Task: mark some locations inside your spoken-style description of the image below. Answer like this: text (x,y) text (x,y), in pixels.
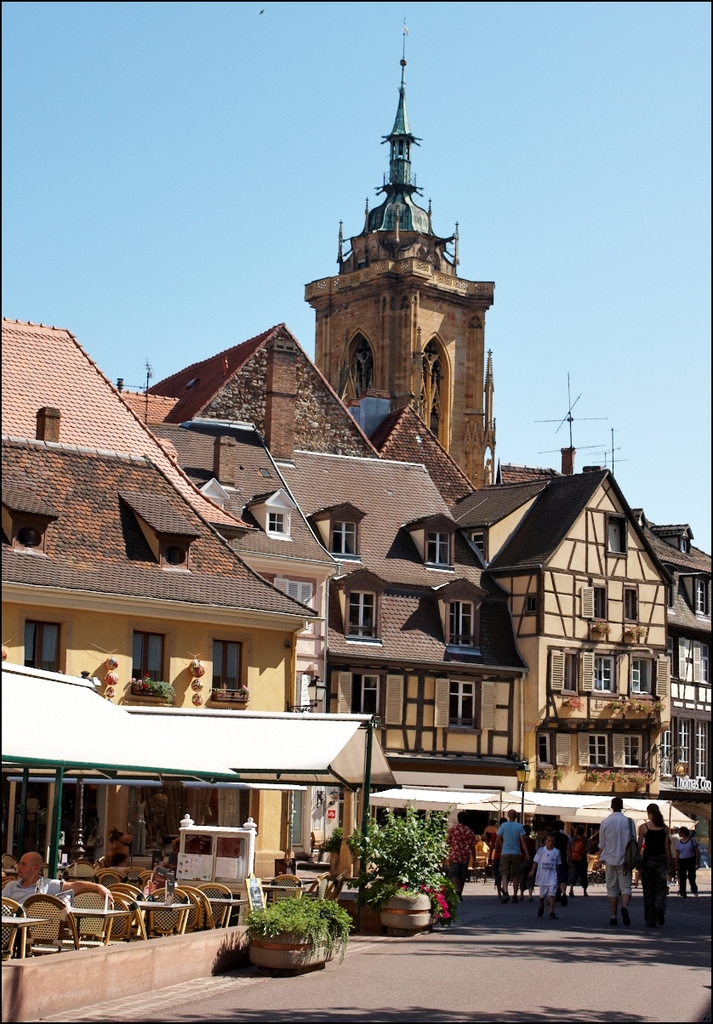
In this image I see number of buildings (238,561) and I see chairs (44,895) over here and I see plants (373,889) over here and I see the path (602,934) on which there are few people (562,882) and in the background (312,246) I see the blue sky (572,175).
